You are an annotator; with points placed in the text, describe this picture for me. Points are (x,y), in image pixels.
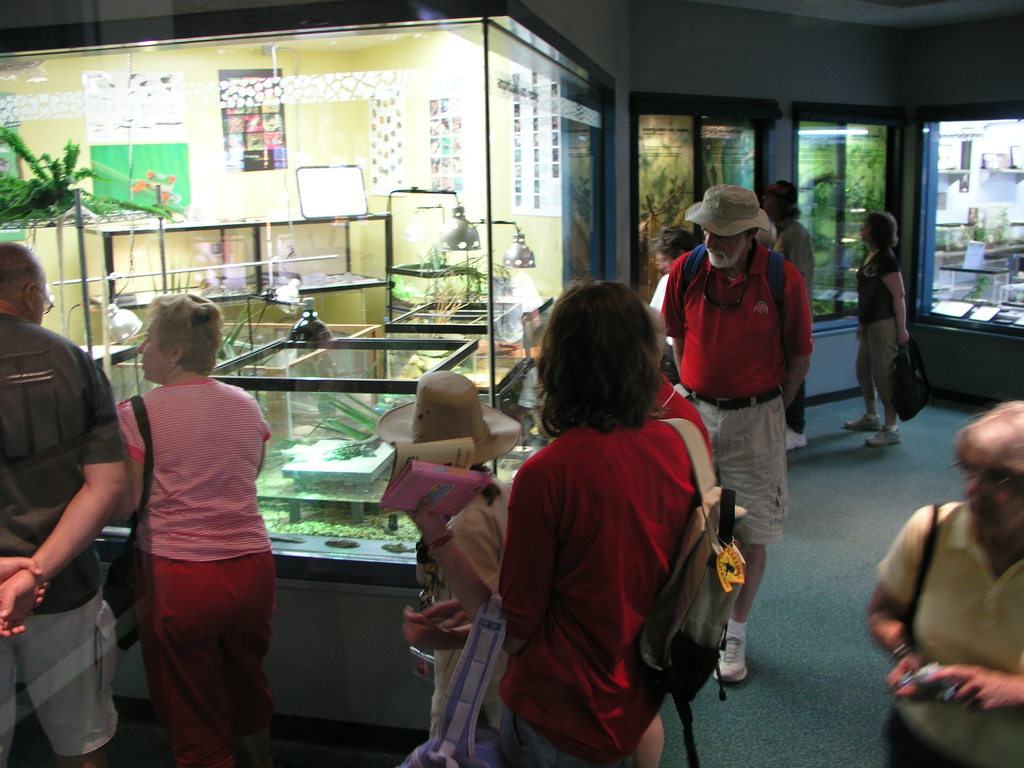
On the left side (14,400) a man (87,576) is standing beside him a woman (220,554) is standing. This is a glass (322,144), few people (181,612) are observing these things (388,266).
